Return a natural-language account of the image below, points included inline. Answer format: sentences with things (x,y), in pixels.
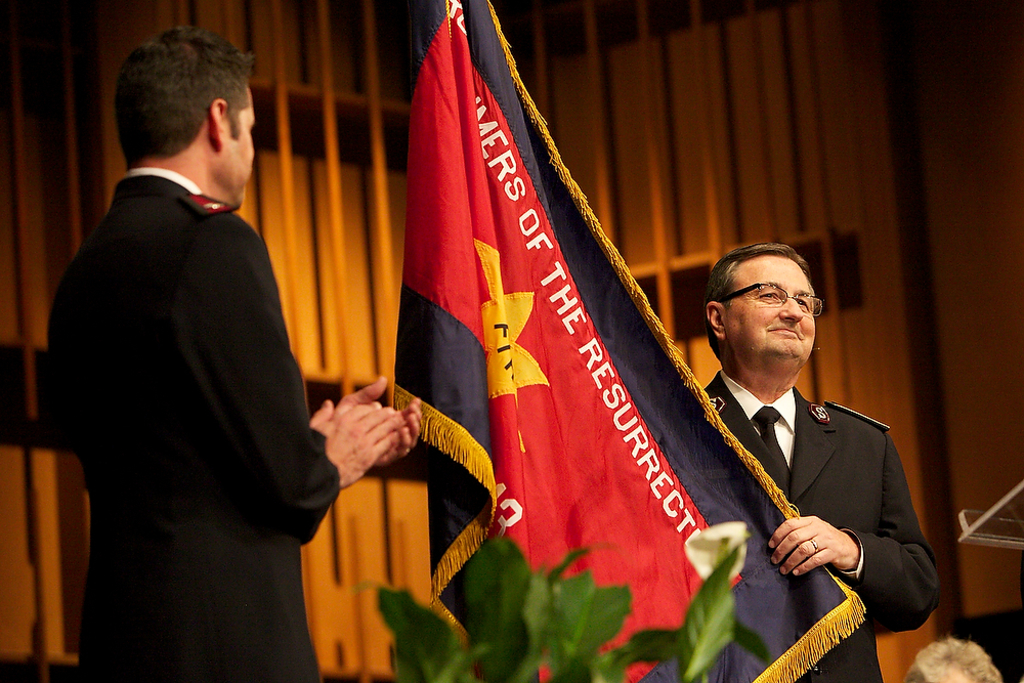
In this image there is a man (733,424) who is holding the flag (543,313). On the left side (221,346) there is another man (240,398) who is clapping. At the bottom (520,632) there is a plant (520,632). In the background (352,177) there is a wall (347,157). In front of the wall (357,191) there are wooden sticks (280,154).
